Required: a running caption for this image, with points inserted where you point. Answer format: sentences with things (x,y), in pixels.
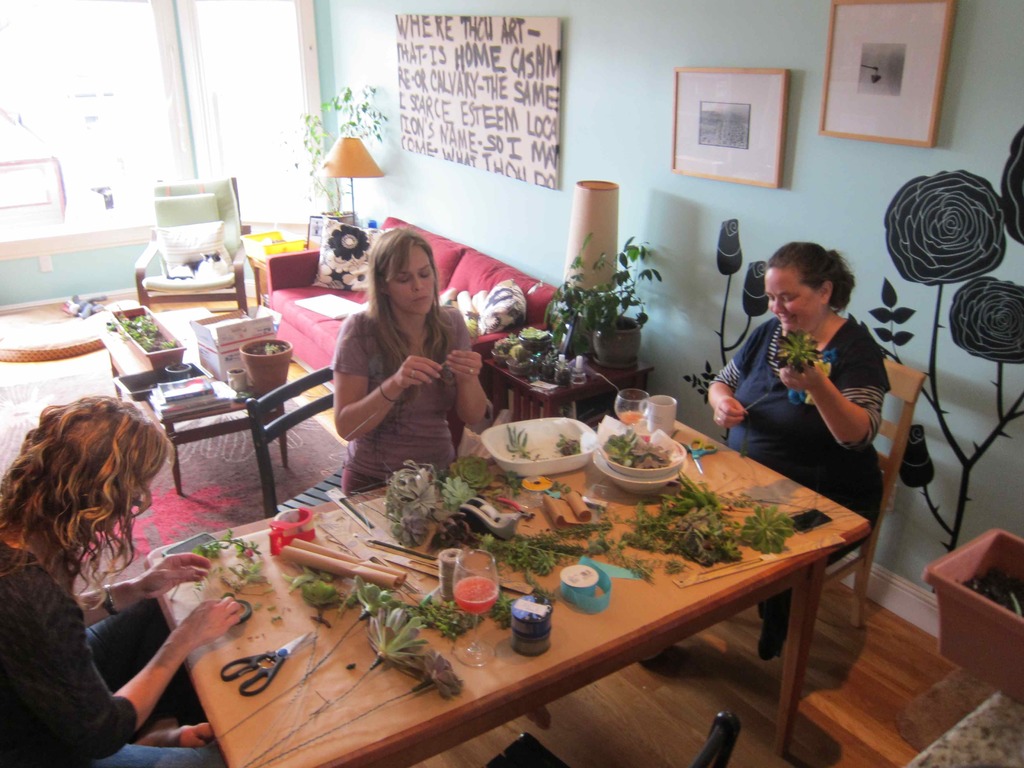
This image consists of a table (658,504), sofa (307,323), chair (161,286) and three people (29,607) are sitting on three chairs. There are photo frames (859,124) on the top right corner (783,132). There is a lamp (383,177) in middle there is window (180,148) on the left side (190,101) top corner. On the table (467,561) there are herbs (471,496), bowl (635,484), Scissors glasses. on the Sofa (338,293) there are papers (323,298) and pillows (339,277). There is a table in front of that sofa (280,311), on the table (195,357) there are so many books (204,393) and flower pot (259,360).
